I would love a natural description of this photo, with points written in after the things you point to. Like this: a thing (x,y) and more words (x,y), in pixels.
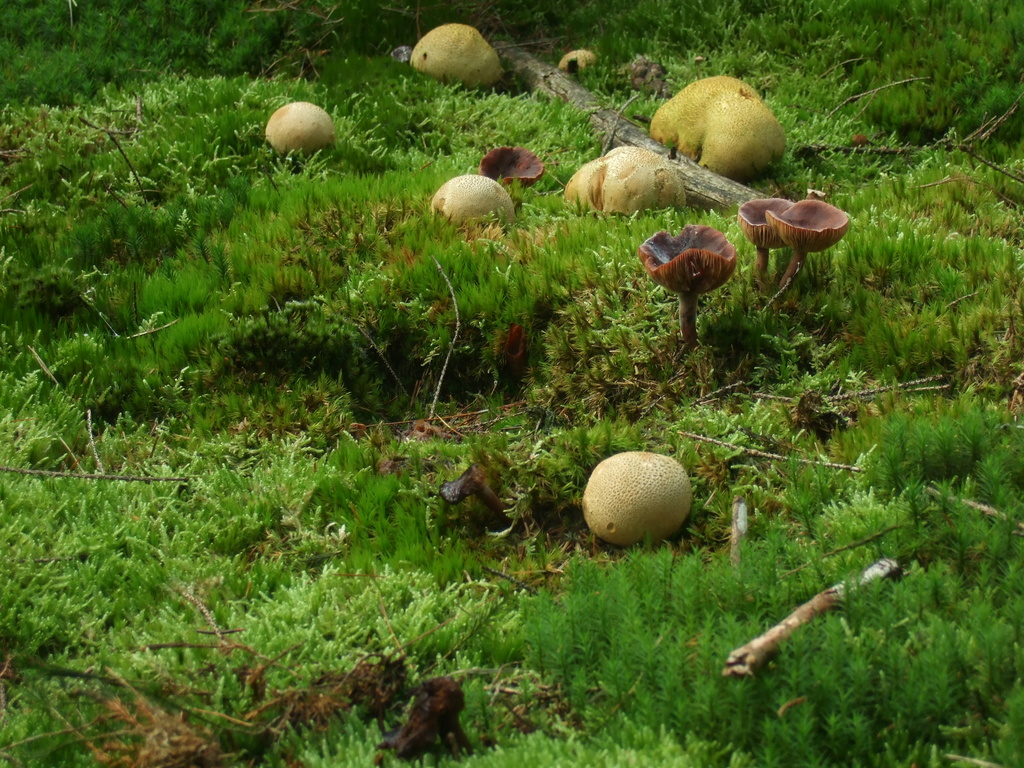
In this image, we can see some grass (158,133) and plants (627,660) on the ground (227,499). There are mushrooms (677,196) in the middle of the image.
